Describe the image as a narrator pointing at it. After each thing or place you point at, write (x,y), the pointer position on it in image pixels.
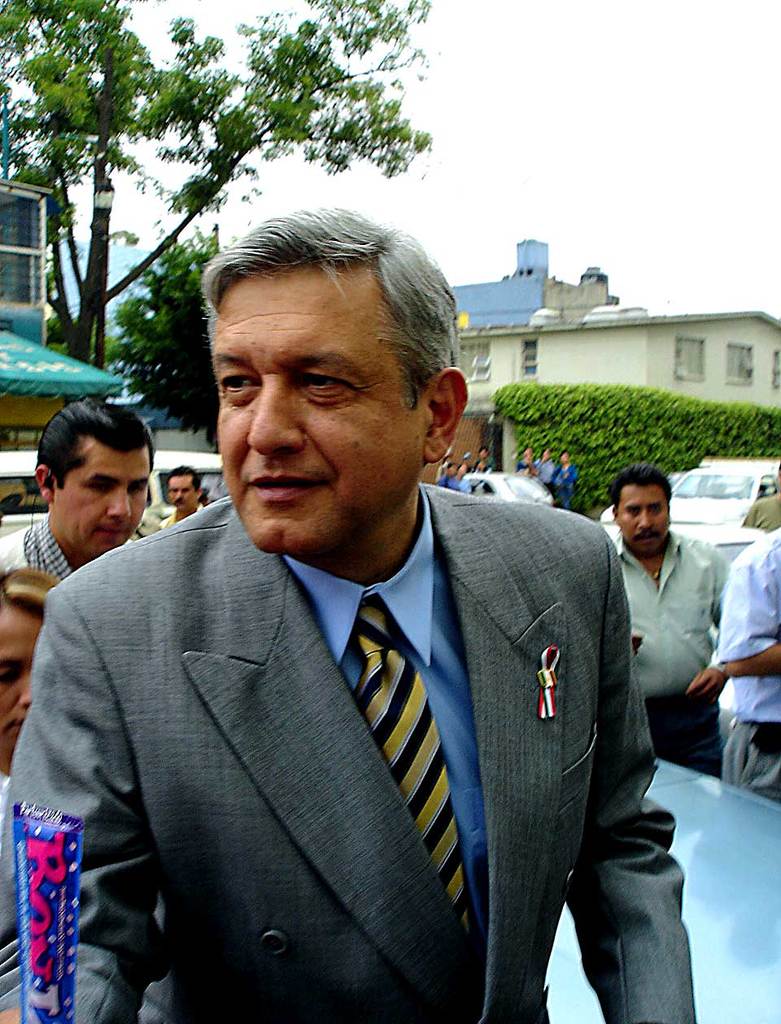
In this image, we can see an old man (365,857) in a suit (318,794). Background (755,445) we can see few vehicles (767,902), people (761,653), houses (549,367), plants (551,430), trees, walls (555,375), windows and sky (423,199). Left side (61,1014) bottom corner we can see some object (49,910) in blue color.
